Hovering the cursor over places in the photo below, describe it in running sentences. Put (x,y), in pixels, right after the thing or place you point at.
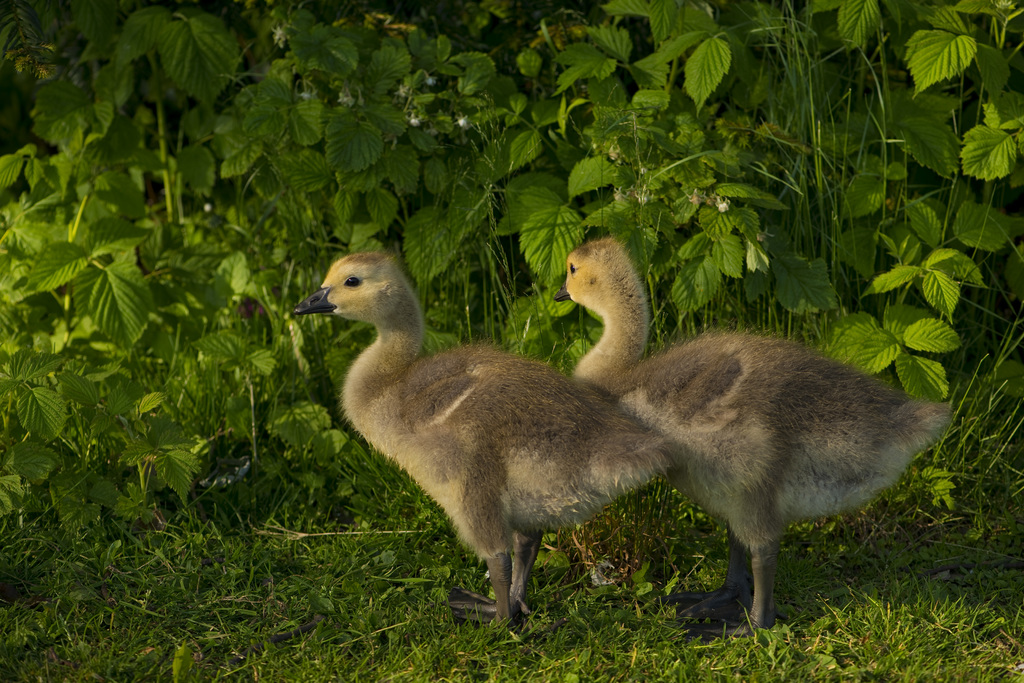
In this picture there are two birds (474,544) in the center of the image (378,408), on the grass land (964,511) and there are plants (701,233) in the background area of the image (424,178).
